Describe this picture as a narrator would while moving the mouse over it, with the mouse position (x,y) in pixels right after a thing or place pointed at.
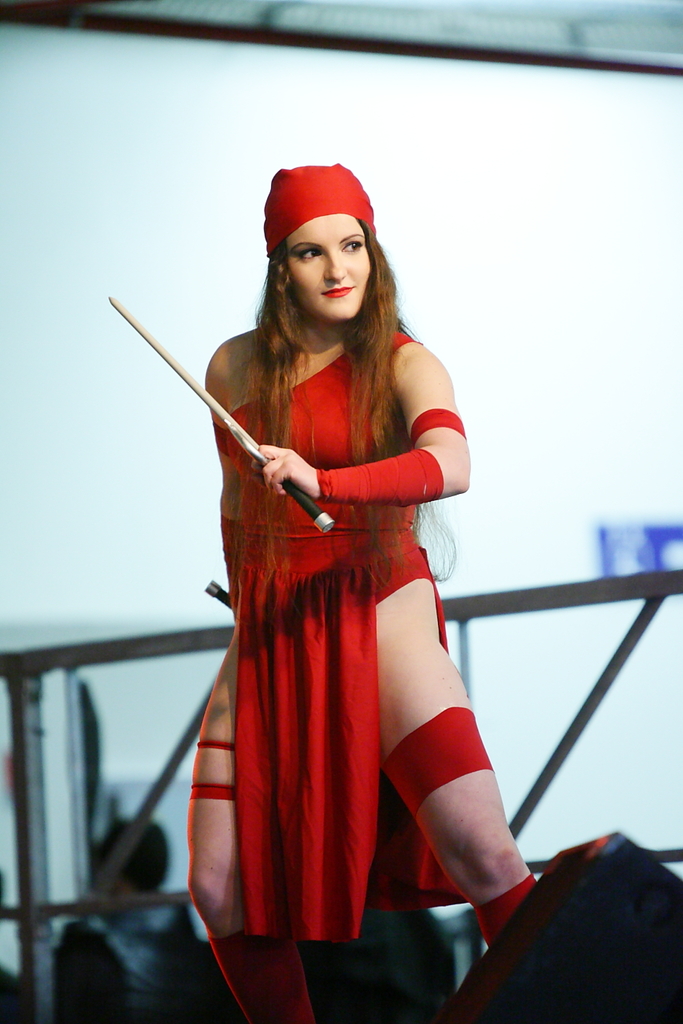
In this image I can see a woman (336,472) wearing red colored dress (332,447) and holding a weapon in her hand (271,472). In the background (675,705) I can see the metal railing (176,754), few persons (135,868) and the white colored surface (190,458).
